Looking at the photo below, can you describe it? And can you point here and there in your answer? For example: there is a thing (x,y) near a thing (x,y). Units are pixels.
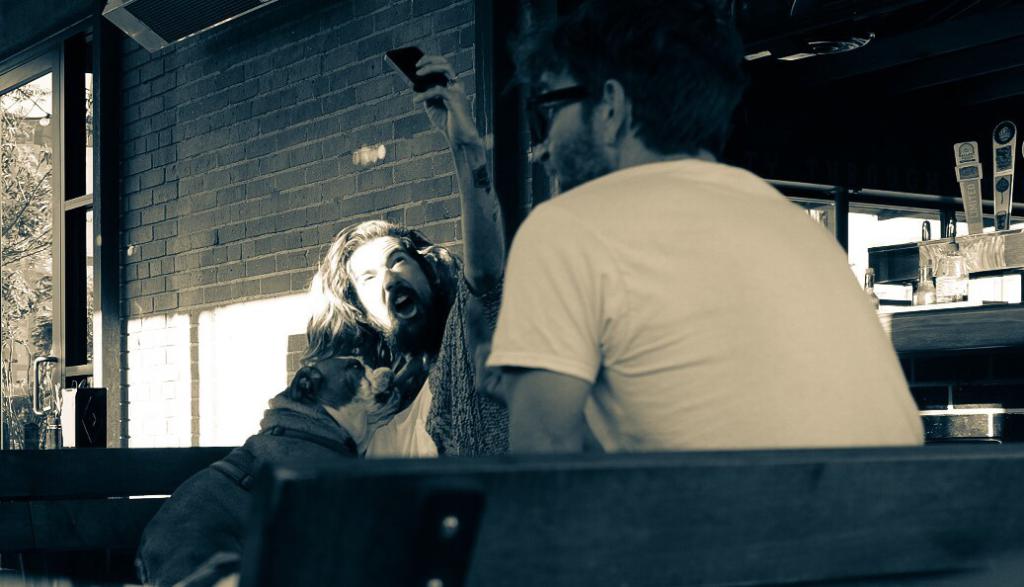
On the left side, there is a person (423,368) holding a mobile (433,80) with a hand (446,73) and shouting. On the right side (772,352), there is a person (699,129) in a t-shirt (686,182), sitting. In the background (368,131), there is a brick wall (365,133) of a building (206,141), which is having a glass door (43,99) and there are some objects (76,417). Through this glass door (26,437), we can see there are trees (5,197) and there is a wall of a building (47,133).
